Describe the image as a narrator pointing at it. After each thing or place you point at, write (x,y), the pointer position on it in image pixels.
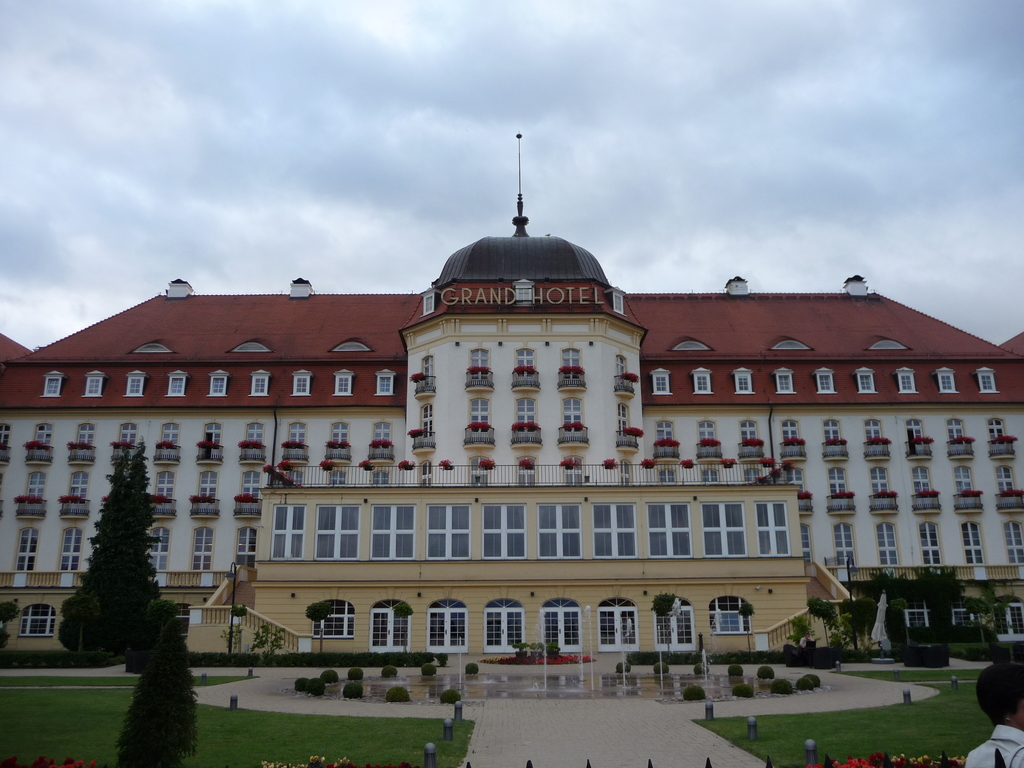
In the picture I can see a building (551,503) which has windows (569,541). I can also see water fountain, the grass (323,719), plants (729,654), trees (184,728), poles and some other objects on the ground (498,727). In the background (383,95) I can see the sky (355,81).
